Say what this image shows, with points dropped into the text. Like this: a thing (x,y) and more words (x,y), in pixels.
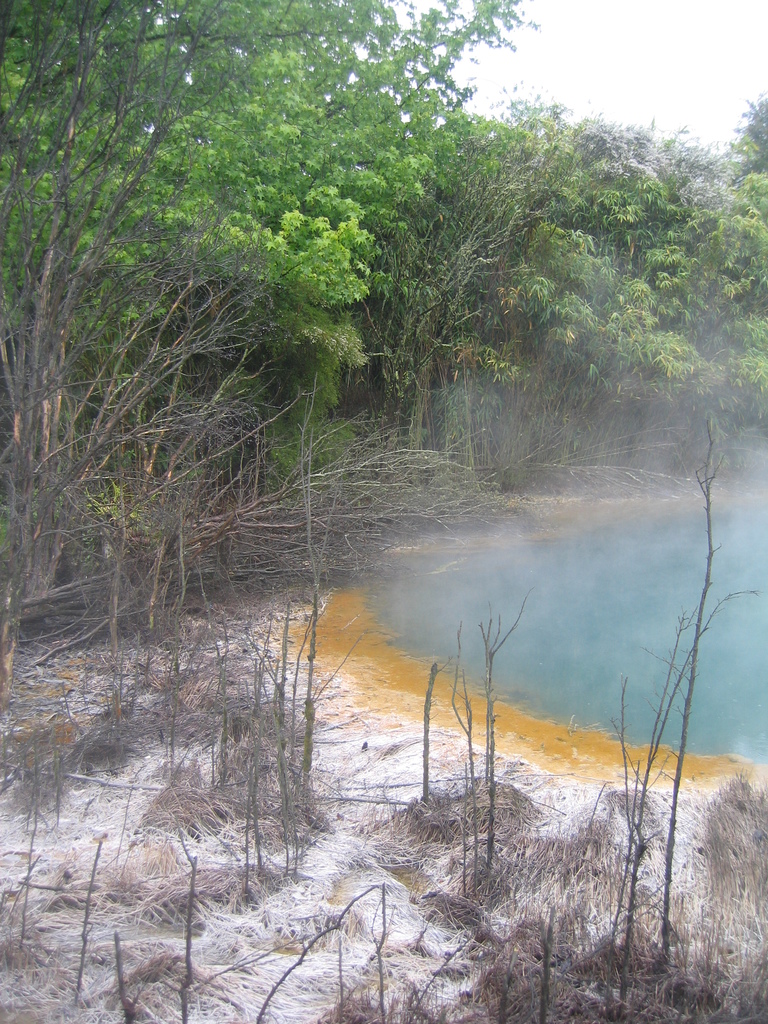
In this image at the bottom (142,813) there is grass (448,831), and there is some white powder (295,915) and in the background (434,585) there is a pond (544,556), trees (685,306), grass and some fog (577,514) is coming out. At the top (573,56) there is sky (541,73).
